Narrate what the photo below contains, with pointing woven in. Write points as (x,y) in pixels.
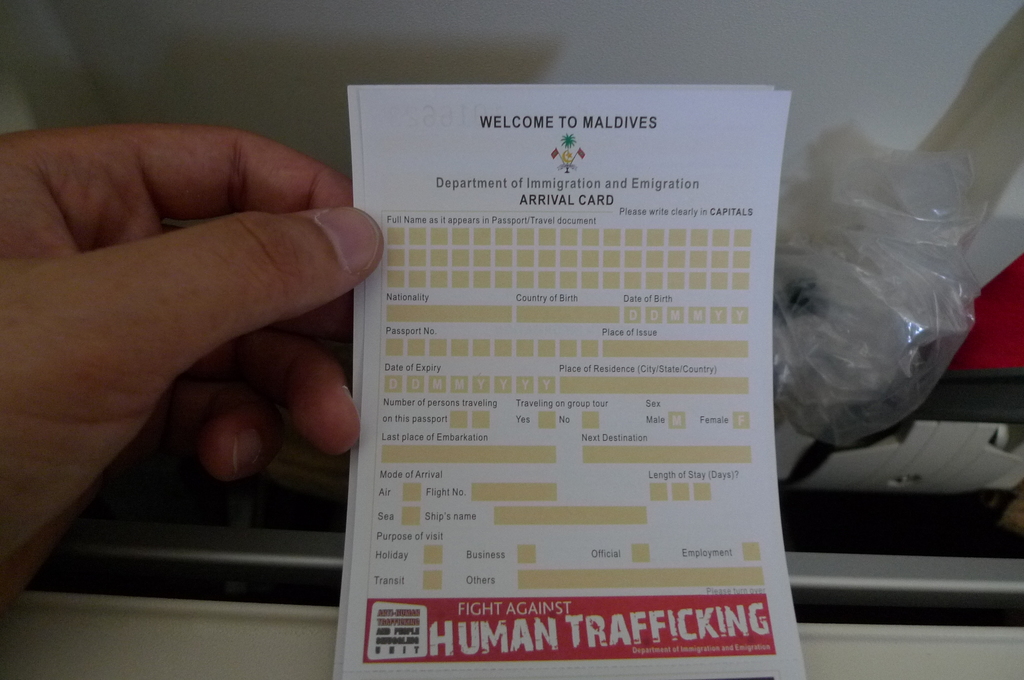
In this image I can see a hand (315,373) of a person (268,249) is holding white colour paper (407,312). On this paper (767,200) I can see something is written. In background (849,220) I can see few stuffs (913,245).
